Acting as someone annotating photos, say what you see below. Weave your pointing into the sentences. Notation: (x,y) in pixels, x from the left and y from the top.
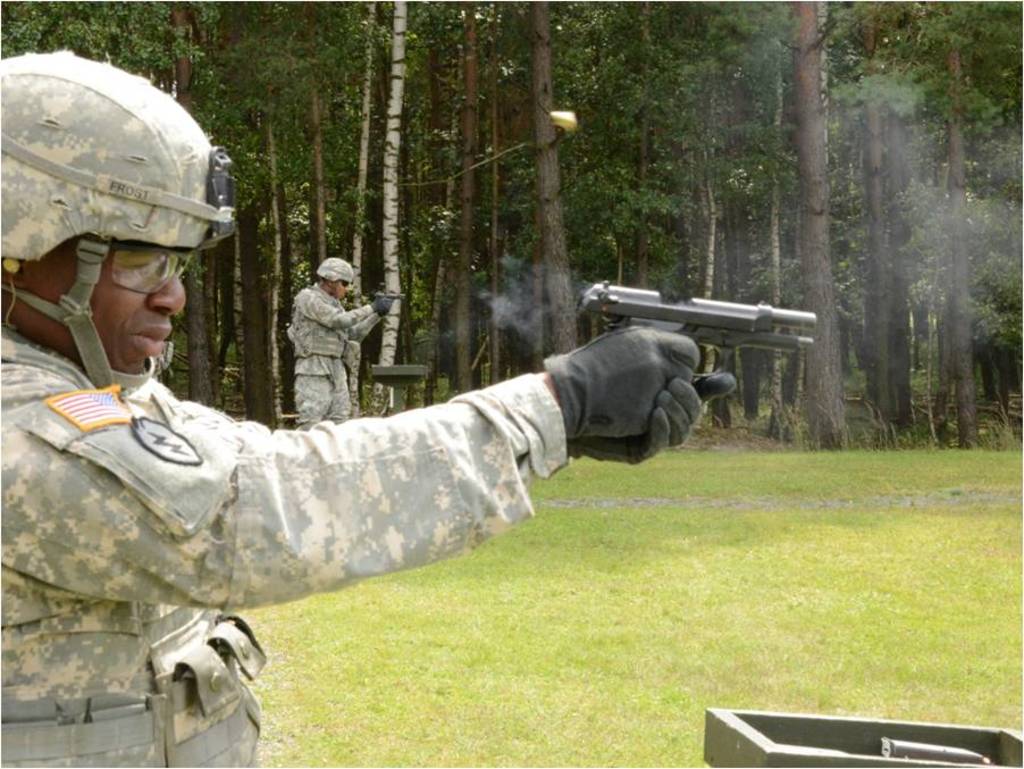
This picture is clicked outside. On the left (292,335) we can see the two people (315,306) wearing uniforms (438,435), helmets (121,168), standing, holding the guns (659,314) and seems to be shooting. In the foreground (837,755) we can see some objects (865,741) and we can see the green grass (720,565). In the background (669,174) we can see the trees (502,127) and the grass (1003,439).
